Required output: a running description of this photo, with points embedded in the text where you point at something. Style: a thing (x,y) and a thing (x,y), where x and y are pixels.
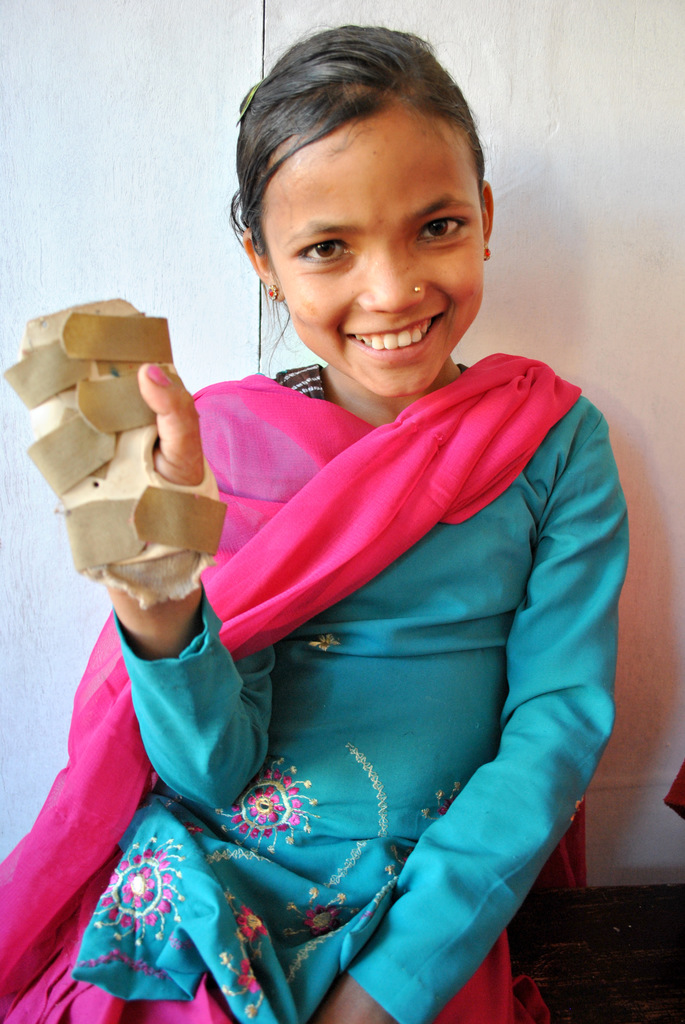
In the picture we can see a girl (292,621) wearing blue and pink color dress (383,725) and also wearing a splint (129,499).
